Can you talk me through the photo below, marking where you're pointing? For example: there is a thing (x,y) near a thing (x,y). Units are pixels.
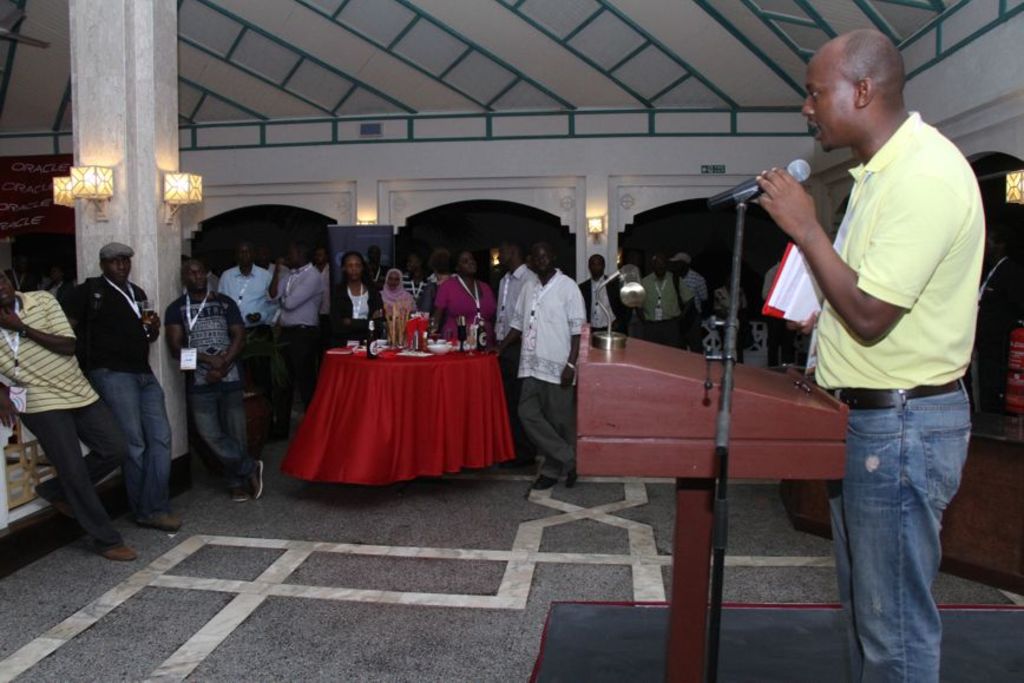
Lights (186,183) with pillar (142,190). These persons (190,290) are standing. In-front of this person's (302,290) there is a table (385,380) with red cloth (453,406), on this table (455,357) there are bottles (480,342), bowl (444,353), glasses (418,331) and things (469,348). This man (862,266) is standing and holding a mic (772,173). In-front of this man (903,625) there is a podium (843,426). This man (842,346) holds a file (801,307) with papers (789,299).
